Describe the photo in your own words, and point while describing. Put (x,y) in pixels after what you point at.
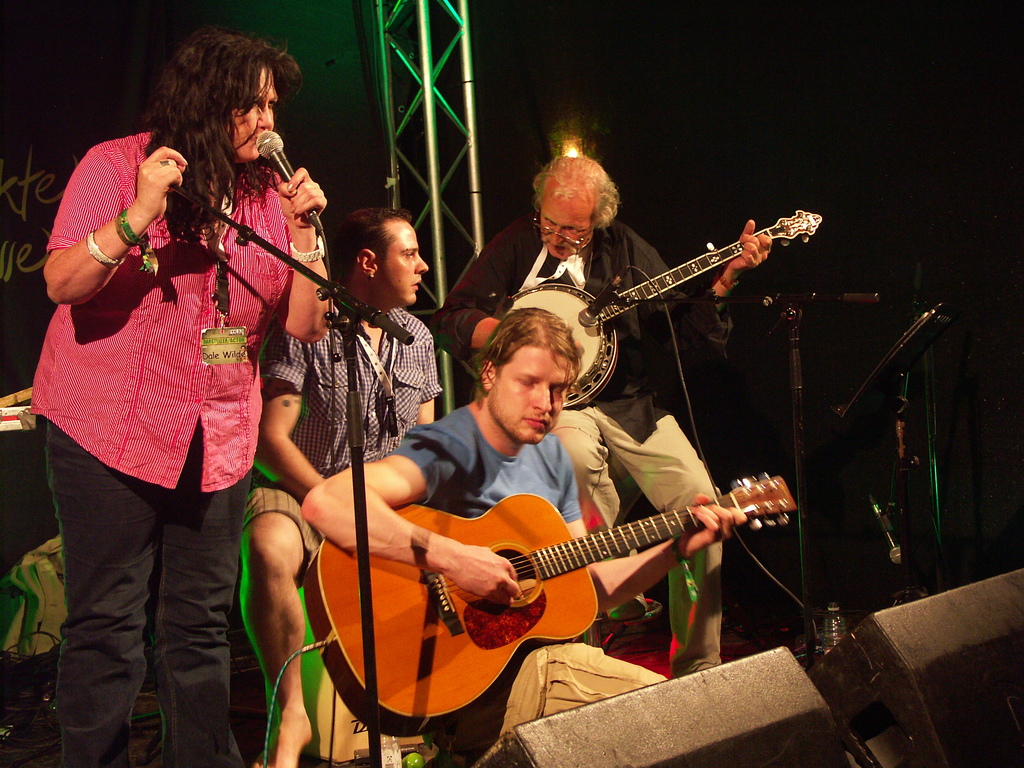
In this picture there are group of people (102,454) they are playing the music on the stage (637,659) and there is a mic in front of them, there is a person (509,331) who is sitting at the center of the image (509,331) he is playing the guitar (420,615) and there is a lady (69,359) who is standing at the left side of the image (85,390) she is singing in the mic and there are speakers (590,734) on the stage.
